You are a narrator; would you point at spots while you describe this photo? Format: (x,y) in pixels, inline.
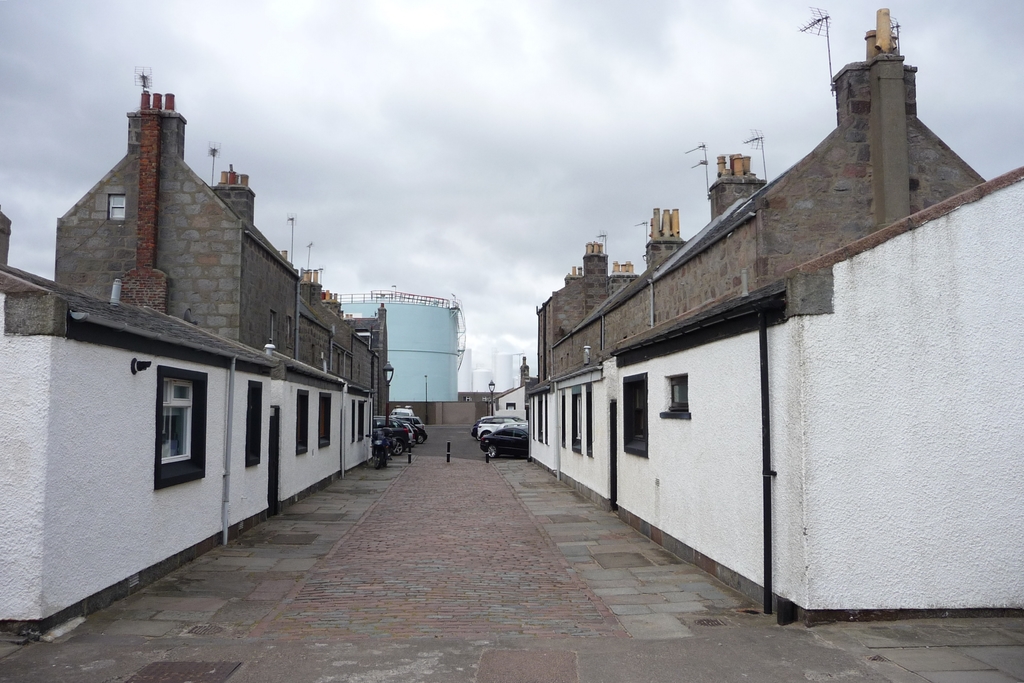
In this image we can see the houses (602,326) and also the building (410,359). We can also see the wall (431,415), light poles (389,367), vehicles (418,422) and some safety rods (450,461) on the path (464,671). In the background (344,122) we can see the cloudy sky (488,159).
